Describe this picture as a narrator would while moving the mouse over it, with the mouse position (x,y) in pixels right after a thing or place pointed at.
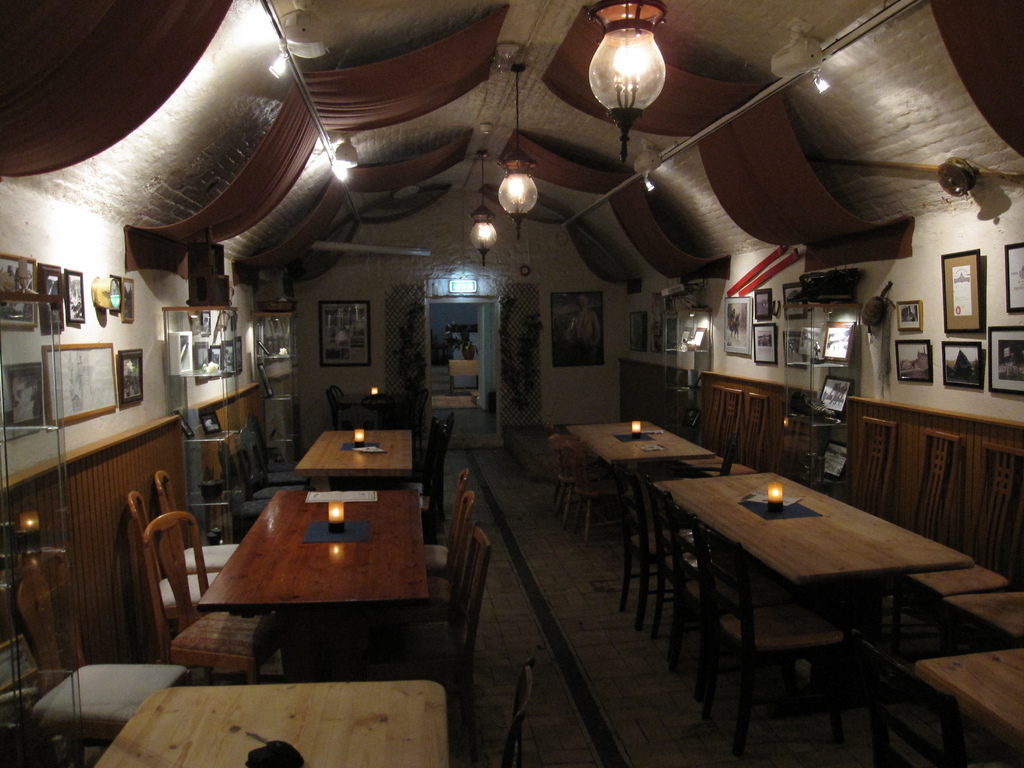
As we can see in the image there are tables (417,498), candles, chairs (755,633), lights (607,21), door (474,427), photo frames (60,282) and a wall (629,358).
